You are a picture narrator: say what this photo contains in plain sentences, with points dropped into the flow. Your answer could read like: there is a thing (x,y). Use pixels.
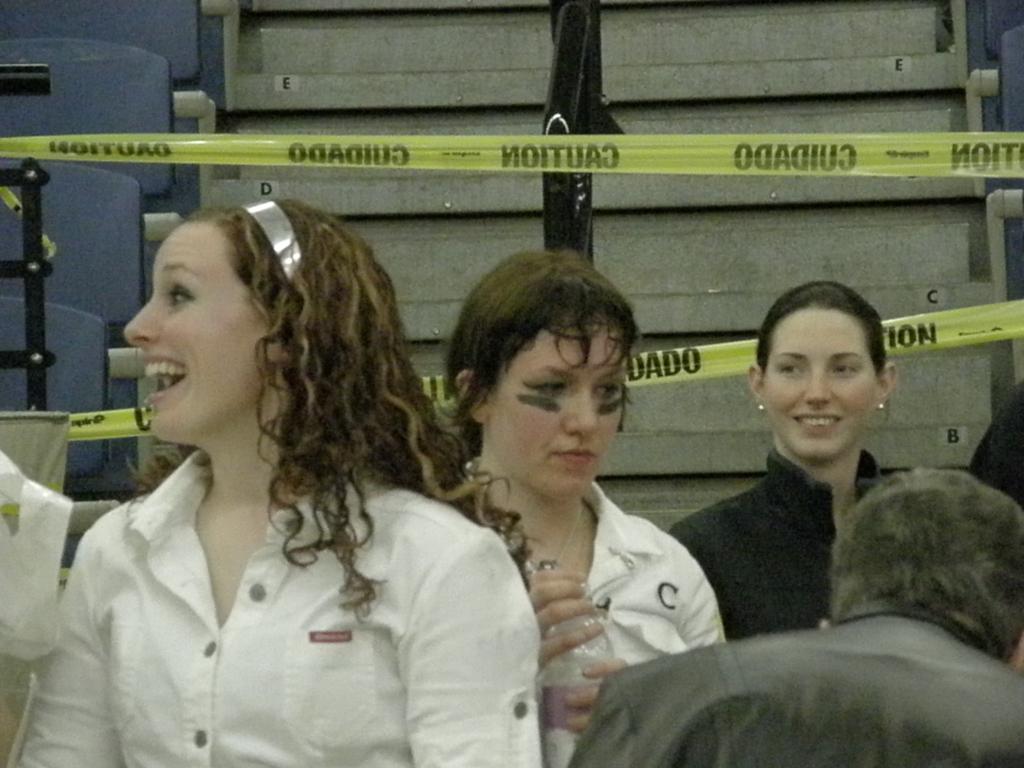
This picture describes about group of people (558,562), on the left side of the image (260,417) we can see a woman (220,402), she is smiling, in the background (88,185) we can see few metal rods (14,354) and chairs (157,77).
